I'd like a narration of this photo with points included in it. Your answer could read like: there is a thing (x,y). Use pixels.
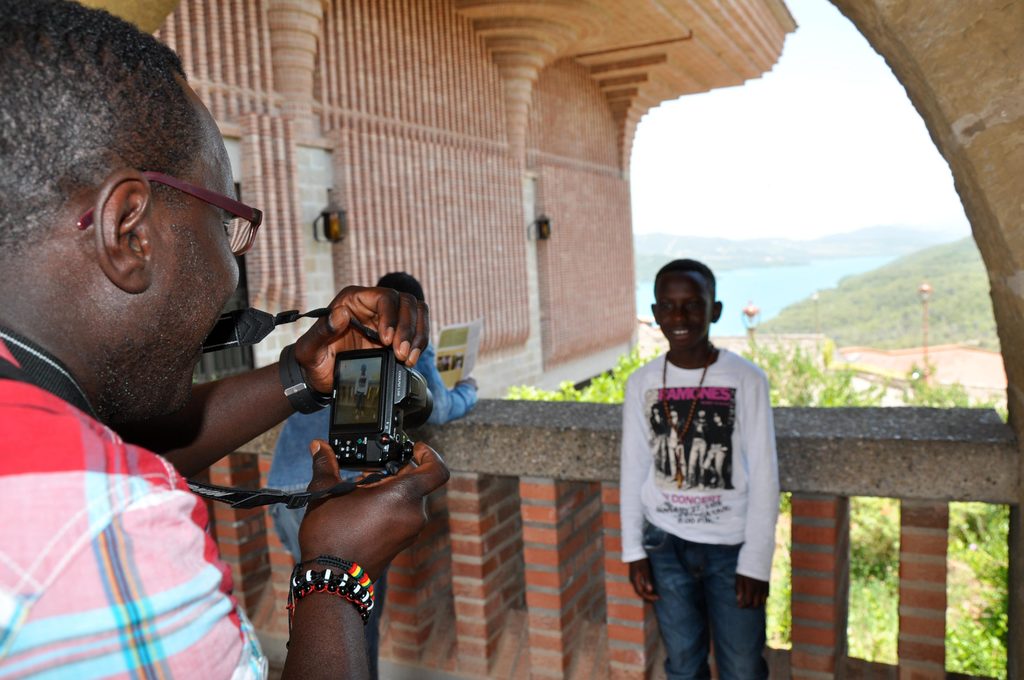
In this image I can see a building (629,298), in the building (339,191) I can see a person (145,546) holding a camera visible on the left side (11,303), in the middle (548,434) there is the wall (512,408), in front of the wall (534,436) there are two persons (754,416) visible, in front of building (304,208) there are some plants (622,358), the lake (758,285), small hill (926,262) and the sky (747,132) visible.
